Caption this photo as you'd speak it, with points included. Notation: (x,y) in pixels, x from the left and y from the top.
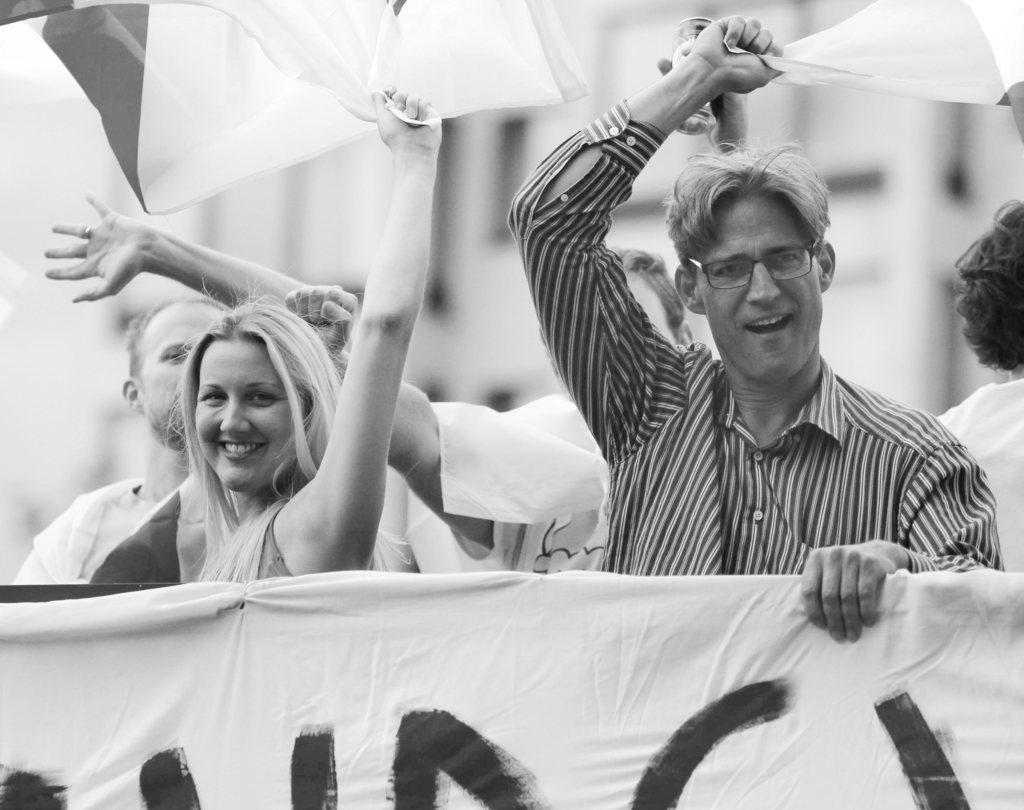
In this black and white image, we can see persons (203,511) wearing clothes (488,516). There are two persons (415,199) in the middle of the image (673,478) holding clothes (937,41) with their hands (396,134). There is a banner (608,753) at the bottom of the image (573,761). In the background (103,355), image is blurred.
